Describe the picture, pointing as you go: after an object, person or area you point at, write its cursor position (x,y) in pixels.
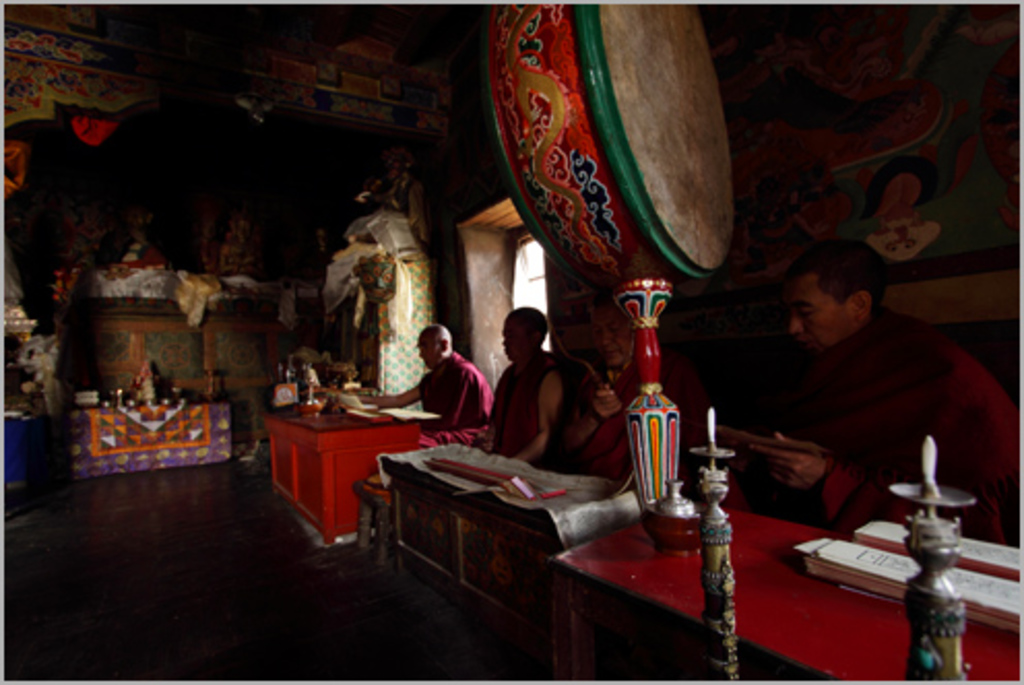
In this image we can see a group of men (592,454) sitting beside a table (632,538) containing some books (889,541), a drum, a vessel (654,519) and some objects (649,530) on it. We can also see the candles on the stands (732,644), a stool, some objects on a table (139,459), clothes (367,245) and the paintings (421,107) on the walls (832,217).
